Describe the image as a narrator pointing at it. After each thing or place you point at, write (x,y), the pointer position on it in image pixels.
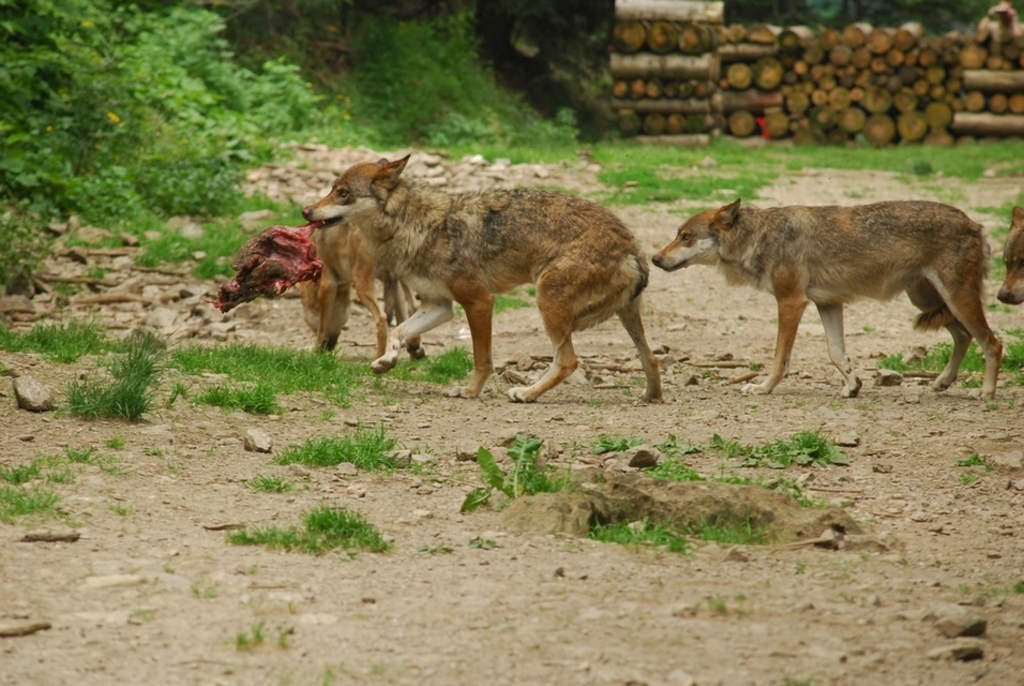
This picture is clicked outside. In the center (487,305) we can see the animals (493,278) seems to be walking on the ground (609,398) and there is an animal (509,217) holding the flesh (276,256) in his mouth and seems to be walking on the ground (676,508). In the foreground (499,471) we can see some portion of green grass (139,369). In the background (722,192) we can see the green grass (706,192), plants (398,109) and the wooden objects (895,60) and some other objects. In the top right corner (997,29) we can see a person like thing (994,24).
